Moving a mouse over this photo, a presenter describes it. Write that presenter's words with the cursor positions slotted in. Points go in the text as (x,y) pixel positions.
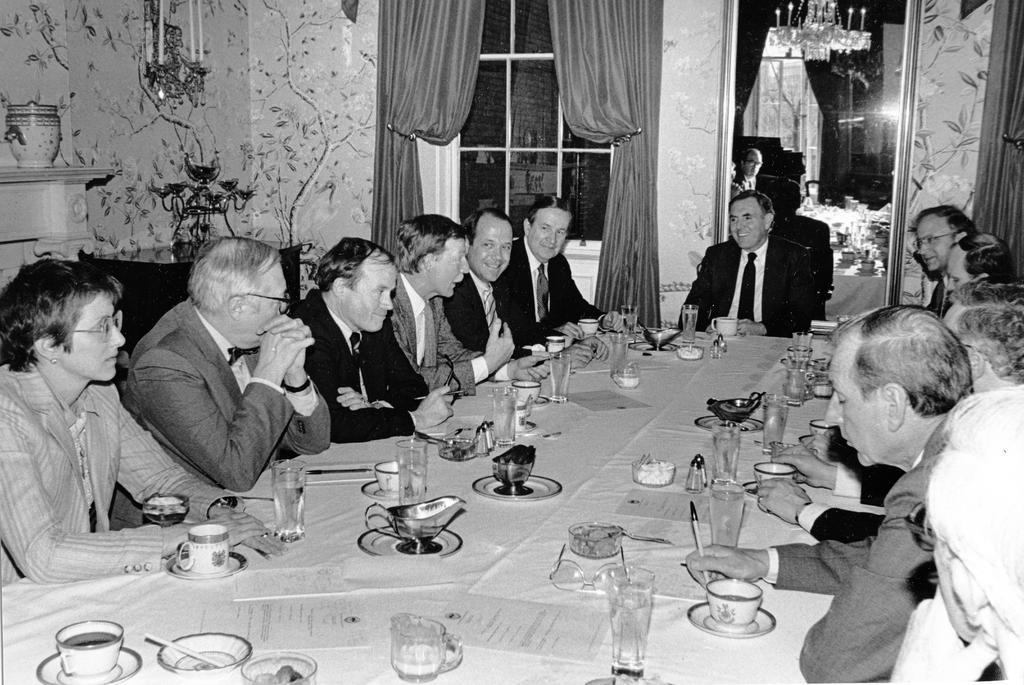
In this Image I see a group of people (389,277) who are sitting on the chairs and there is a table (11,669) in front of them. On the table (54,670) I can see the cups (73,641) and the glasses (423,454). In the background (575,223) I can see the wall (11,7), windows (592,229) and the curtain (394,29).
